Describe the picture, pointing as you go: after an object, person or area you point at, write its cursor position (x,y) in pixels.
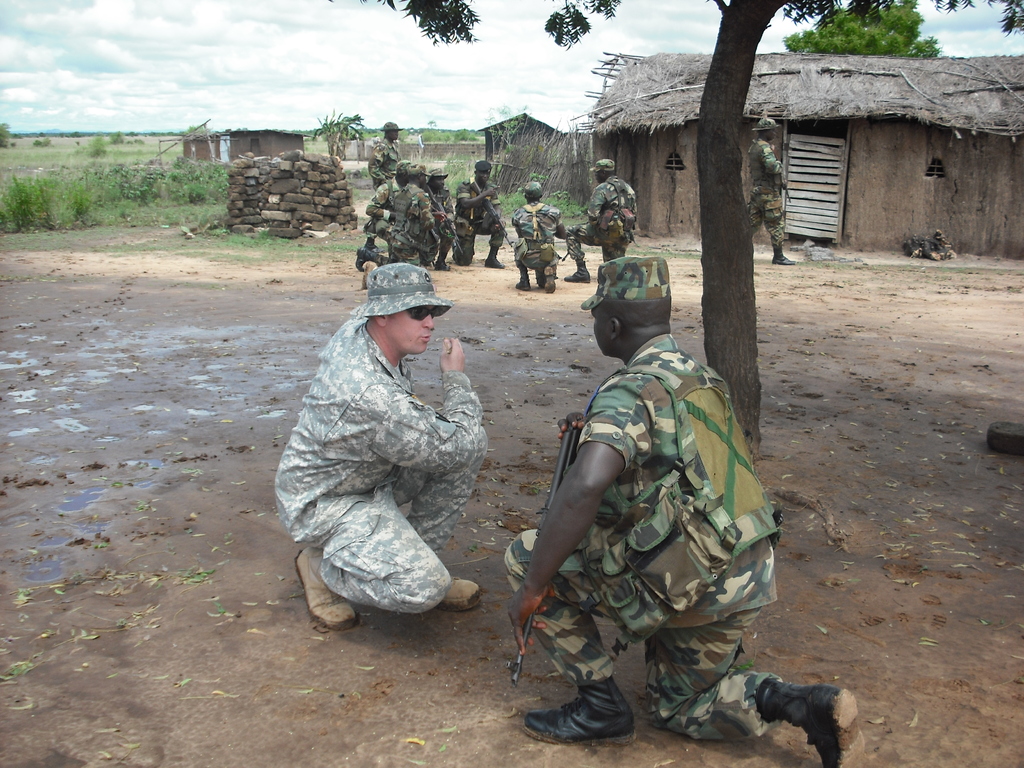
In the center of the image (617,413) some persons (307,397) are sitting on knees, some of them are holding guns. In the background of the image (509,192) we can see bricks (242,198), plants (177,183), shed (264,147), hut (1008,161), door (802,179), tree (703,141) are there. At the bottom of the image (304,687) ground (267,438) is there. At the top of the image (214,43) clouds (233,29) are present in the sky (215,36).
